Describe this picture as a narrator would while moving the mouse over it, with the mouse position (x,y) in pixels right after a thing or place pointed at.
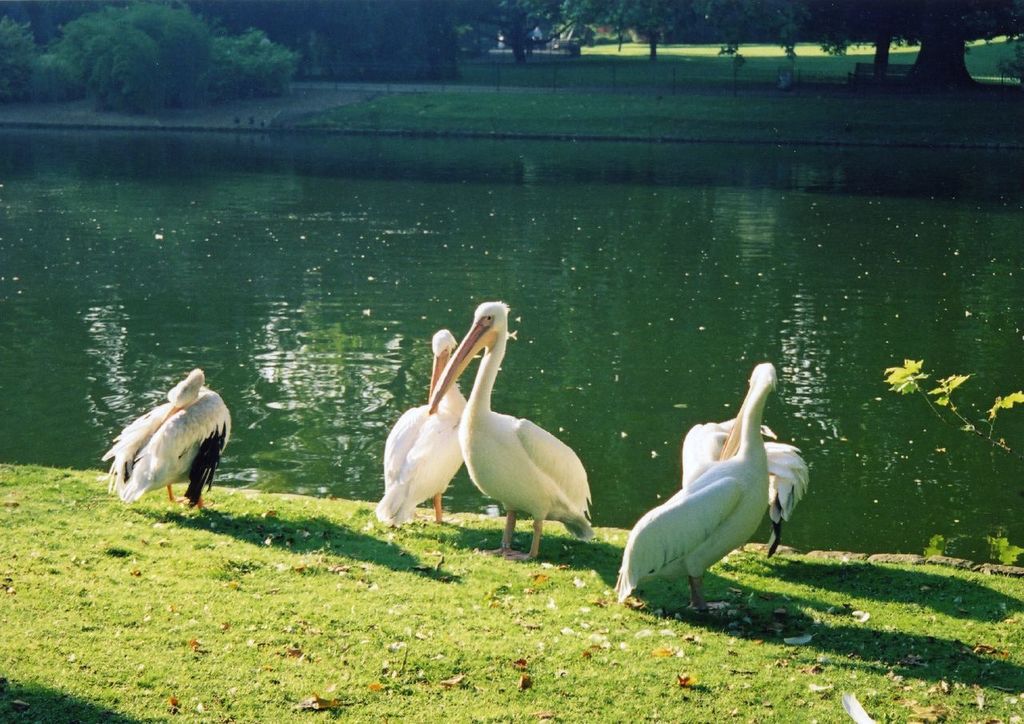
In this image we can see few birds (407,462) on the ground (530,625) and in the background (374,63) there is water (337,288) and few trees (405,56).
